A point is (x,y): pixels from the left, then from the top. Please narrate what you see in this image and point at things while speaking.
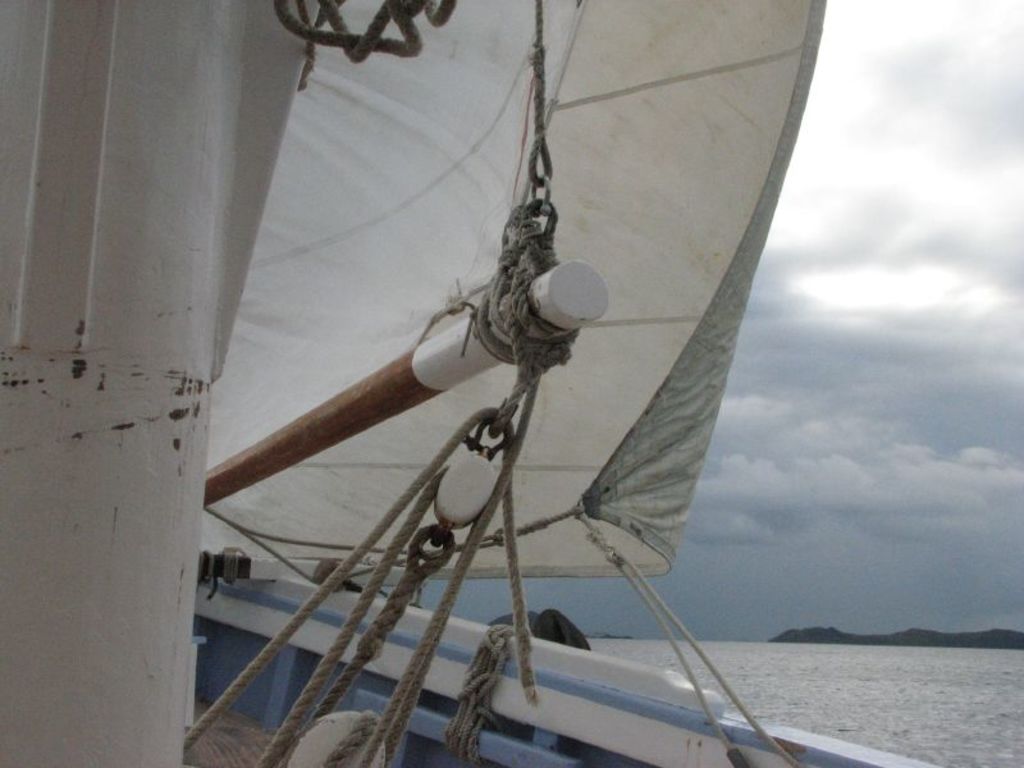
In this image on the left (279,510), there is a boat (444,728), cables (473,711), cloth (455,294). On the right (830,528) there are hills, water (924,704), sky (847,431) and clouds (859,406).
